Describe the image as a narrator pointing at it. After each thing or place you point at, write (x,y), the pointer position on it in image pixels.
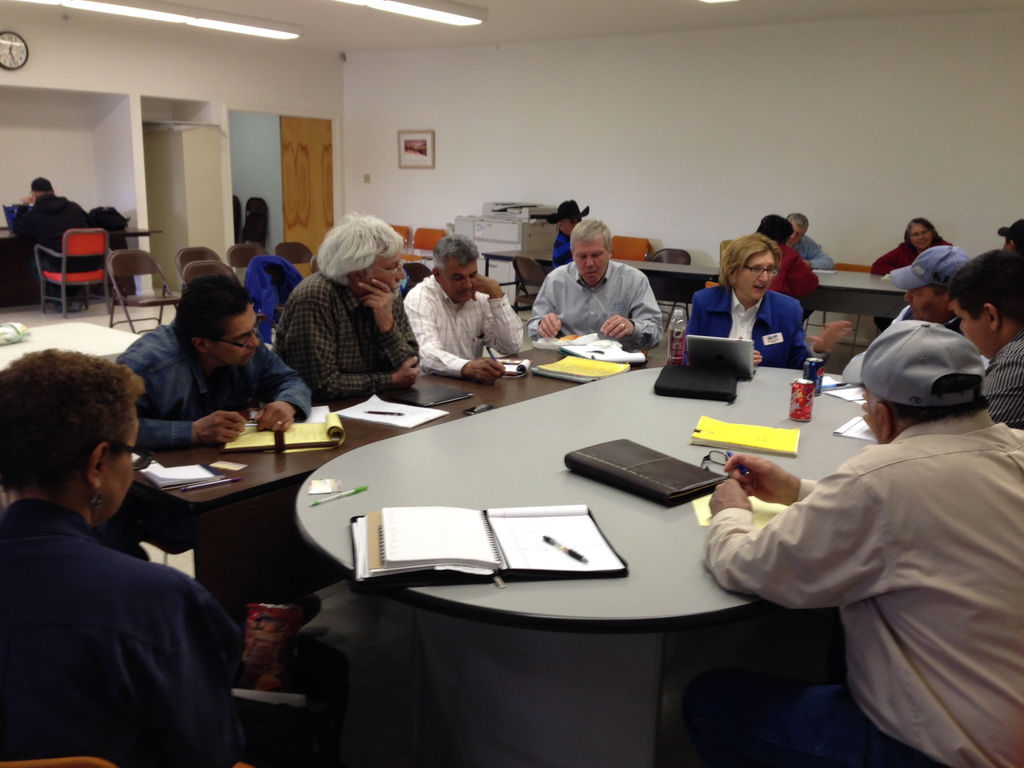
In this image we can see people (735,673) sitting around the table (495,505). There are files (540,529), pens (549,543), tins (809,372) and laptops (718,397) on the table (577,399). In the background (406,139) we can see photo frame (427,147) on wall (443,127), wall clock (16,50) and door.
